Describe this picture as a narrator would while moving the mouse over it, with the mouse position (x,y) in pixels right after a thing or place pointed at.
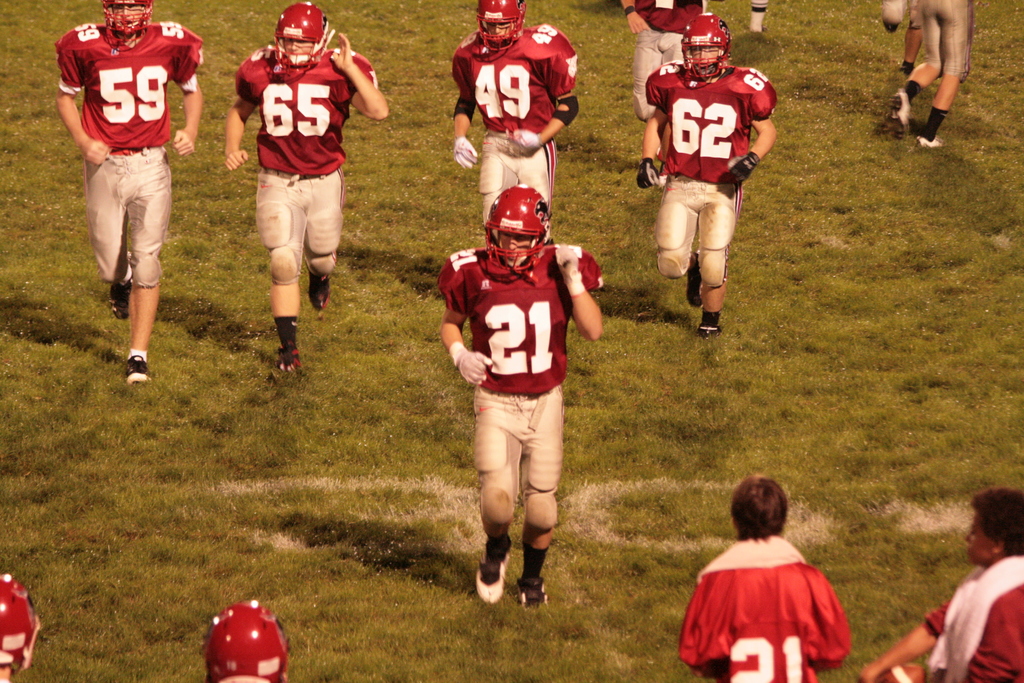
This picture is clicked outside. In the center (681,258) we can see the group of persons (514,122) wearing t-shirts (293,143), helmets (704,25) and running on the ground (856,234) and we can see the green grass (465,220). In the foreground (811,600) we can see the two persons (988,640).
